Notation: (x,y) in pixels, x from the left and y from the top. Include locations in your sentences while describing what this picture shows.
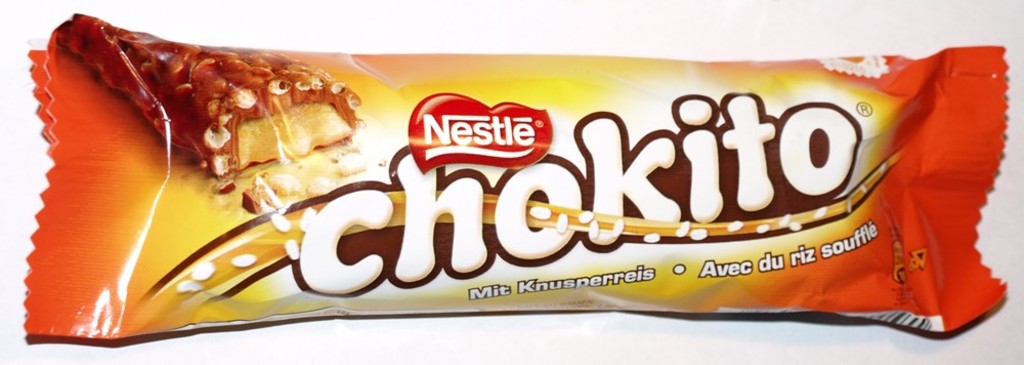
In this image in the center (513,140) there is one chocolate packet (492,175), and on the chocolate packet (540,184) there is some text (487,261).
